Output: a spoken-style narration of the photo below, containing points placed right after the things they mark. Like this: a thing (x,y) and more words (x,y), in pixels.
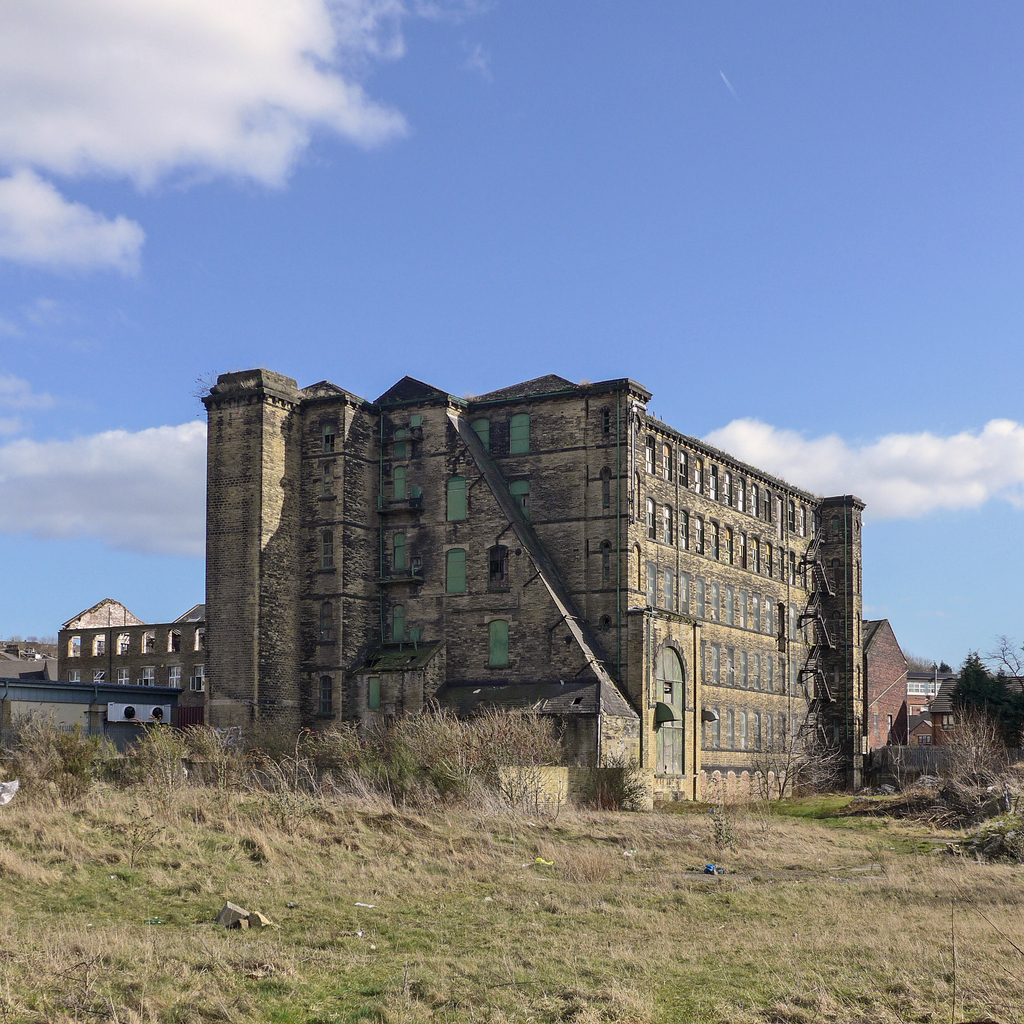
This image is clicked outside. There are bushes (62,764) in the middle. There is grass (505,973) at the bottom (447,976). There is a building (474,666) in the middle (558,667). It has windows (727,670). There is sky (471,195) at the top (359,161). There are trees (971,763) on the right side (953,759).
